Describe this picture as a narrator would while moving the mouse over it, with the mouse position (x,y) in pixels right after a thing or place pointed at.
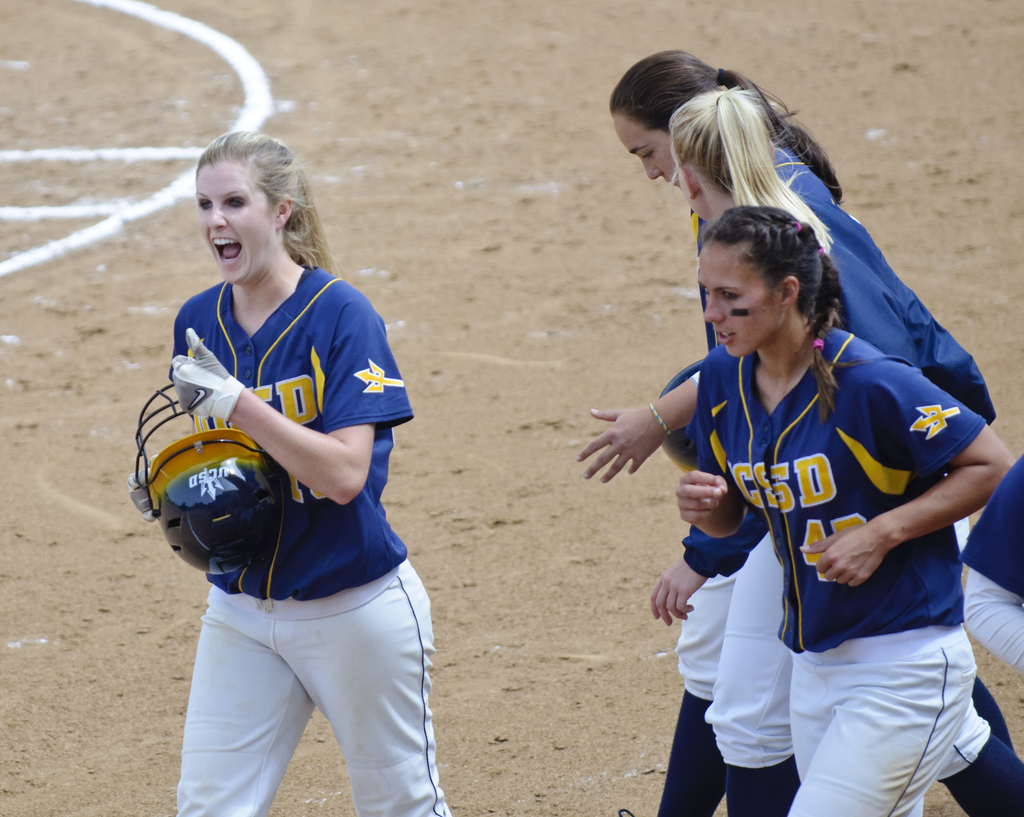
In this image we can see five persons (747,625). A lady (378,565) is holding a helmet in her hand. There is a ground (333,83) in the image.
